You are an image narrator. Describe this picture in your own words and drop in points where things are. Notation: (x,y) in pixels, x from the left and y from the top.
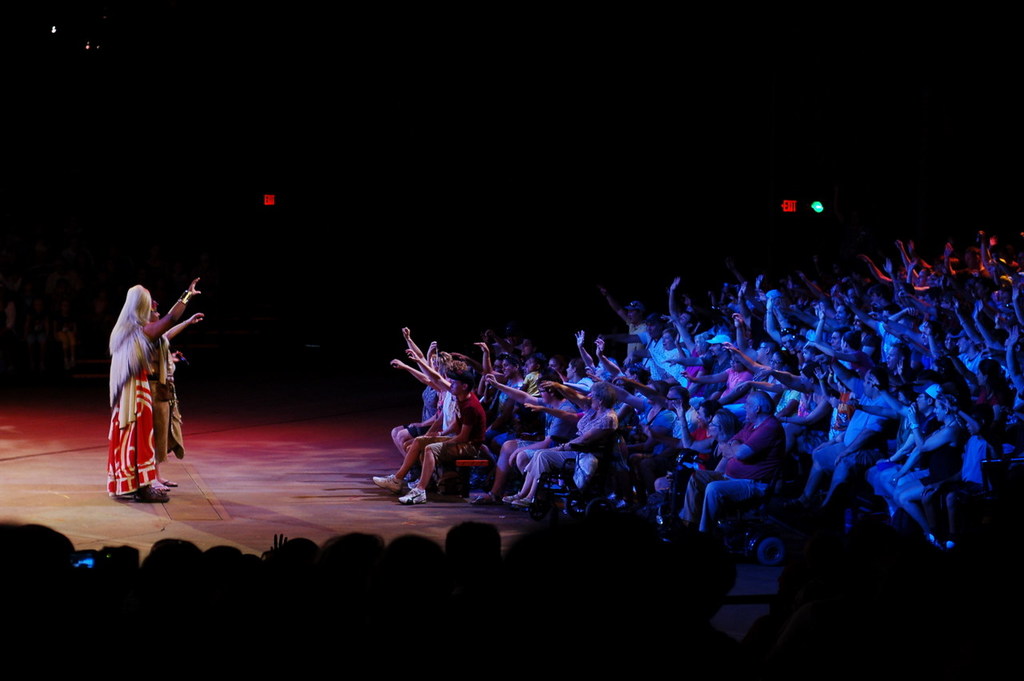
In this picture I can see group of people (817,325) sitting on the seats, there are two persons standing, there are lights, and there is dark background (336,255).
